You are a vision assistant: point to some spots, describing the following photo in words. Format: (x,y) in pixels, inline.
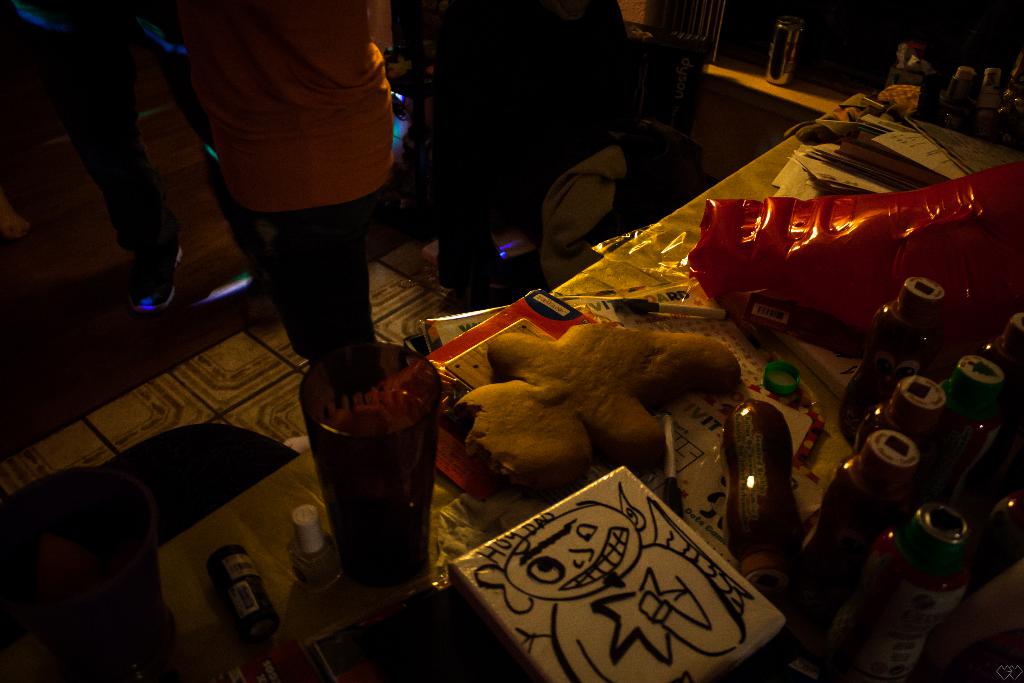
In this image we can see persons (488,267) standing on the floor (188,170) and a table (702,199) is placed beside them. On the table (290,579) there are nail polishes (334,561), tumblers (413,456), plastic bottles (894,453), pen (675,470), toys (596,412) and books (926,165).
